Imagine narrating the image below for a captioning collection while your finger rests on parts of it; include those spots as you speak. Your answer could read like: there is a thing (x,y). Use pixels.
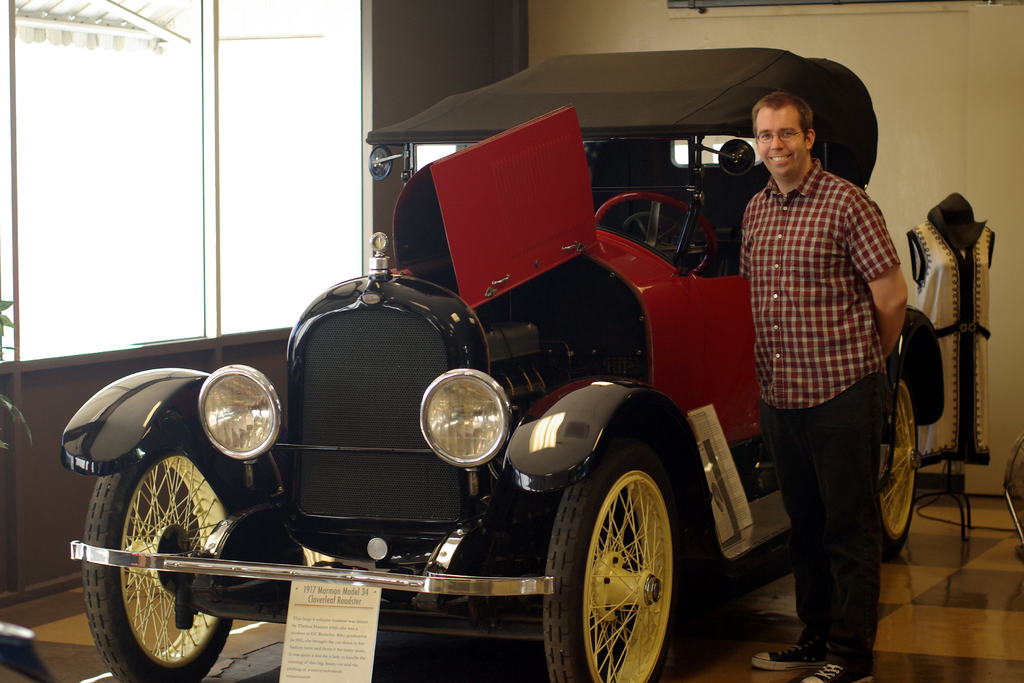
In this picture there is a man (863,573) standing and smiling and we can see vehicle (776,529) on the floor (786,640). In the background of the image (819,51) we can see wall (908,209), mannequin (960,226) with cloth (938,302) and window (182,168).
